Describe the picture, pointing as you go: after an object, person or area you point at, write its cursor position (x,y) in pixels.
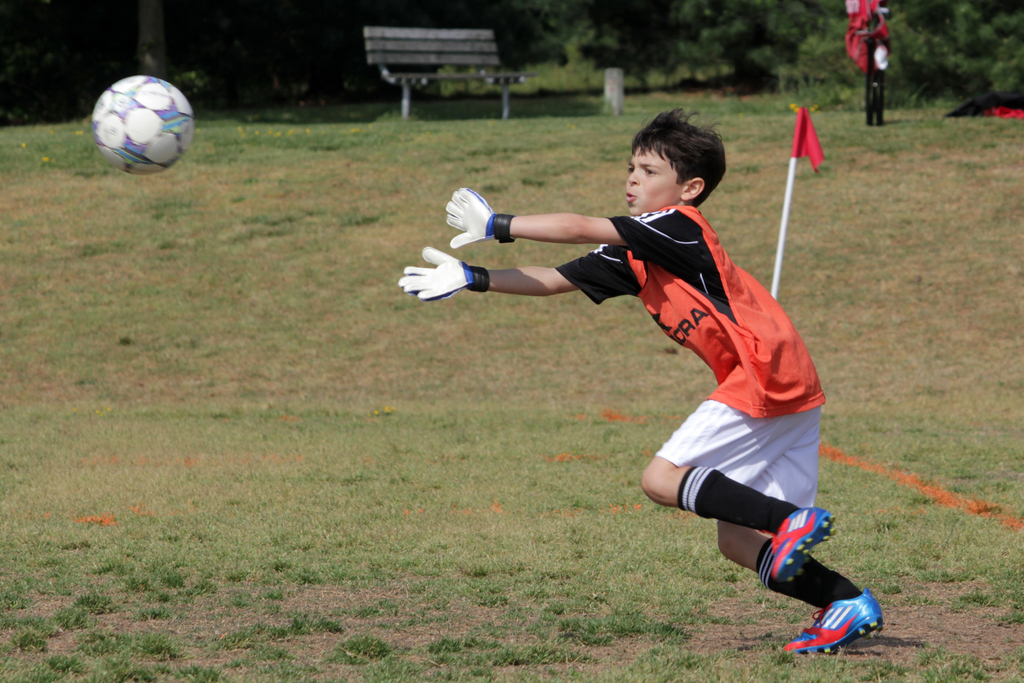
In this image, on the right side (786,358), we can see a boy (817,376). On the left side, we can see a football (167,82) in the air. In the background (412,78), we can see a flag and a bench (445,36). We can see some plants (902,47) and trees (359,29).
